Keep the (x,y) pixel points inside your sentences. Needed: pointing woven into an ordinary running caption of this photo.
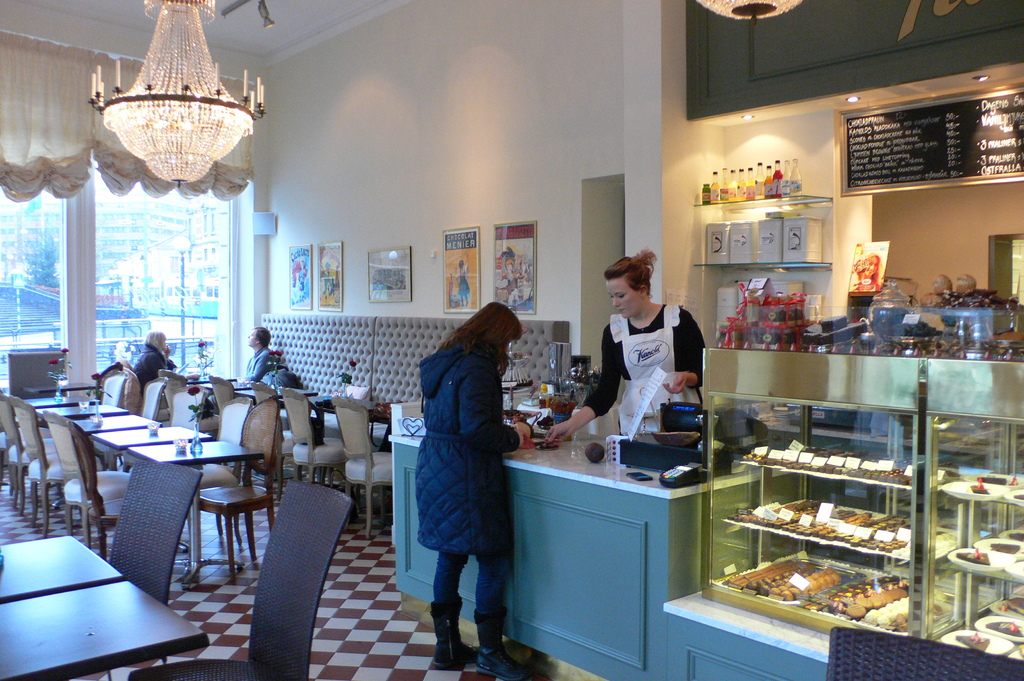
In this picture we can see there are two people (495,451) standing and two other people (139,370) sitting on chairs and in front of the people (155,367) there are chairs (187,399) and tables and on the table (190,440) there are flower vases (94,376). In front of the two standing people (432,503) there are some objects (554,393) on the desk (544,487). On the right side of the people (631,363) there are some food items (820,502) and boards (822,460) in a glass object (799,495). Behind the people (617,371) there is a wall (631,103) with photo frames (510,272) and a board (851,144). In and on the racks (737,268) there are some objects (760,246). At the top (157,125) there are chandeliers (236,136). On the left side of the people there are glass windows (58,255) and curtains (64,163). Behind the glass doors (56,327) there are buildings (158,257), a pole (183,251) and a tree (47,270).
